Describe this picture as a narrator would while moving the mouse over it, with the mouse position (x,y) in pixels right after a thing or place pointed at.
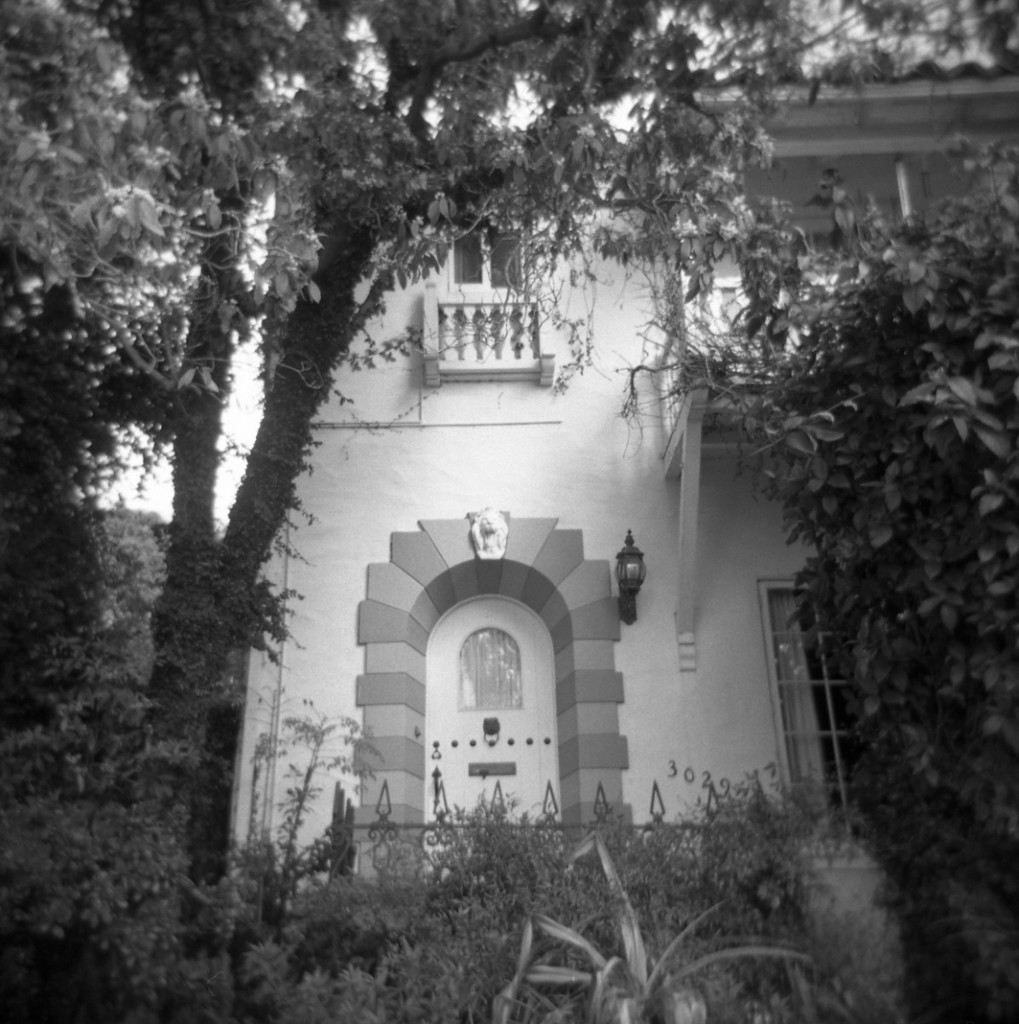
This looks like a black and white image. This is the building (517,398) with windows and door (517,749). I can see the lamp (633,549), which is attached to the building wall (628,514). These are the trees (965,445) with branches (952,629) and leaves (934,867). I can see the small plants (476,952).
